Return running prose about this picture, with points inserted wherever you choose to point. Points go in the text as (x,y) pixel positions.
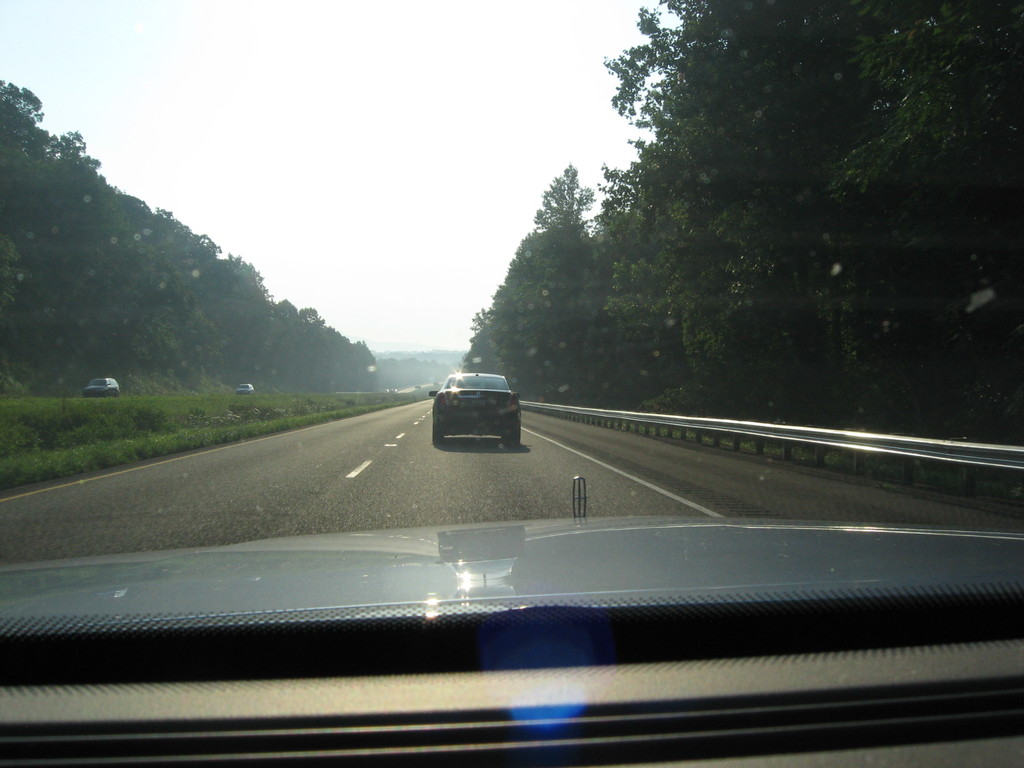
This picture is taken from a vehicle (684,577). On road (448,497) there are few cars (500,405). Right side (692,401) there is a fence (789,445), behind there are few trees (664,337). Left side (95,436) there is some grass (96,417). Behind there are two cars (247,387) and few trees (58,300). Top of image (329,160) there is sky (338,195).
